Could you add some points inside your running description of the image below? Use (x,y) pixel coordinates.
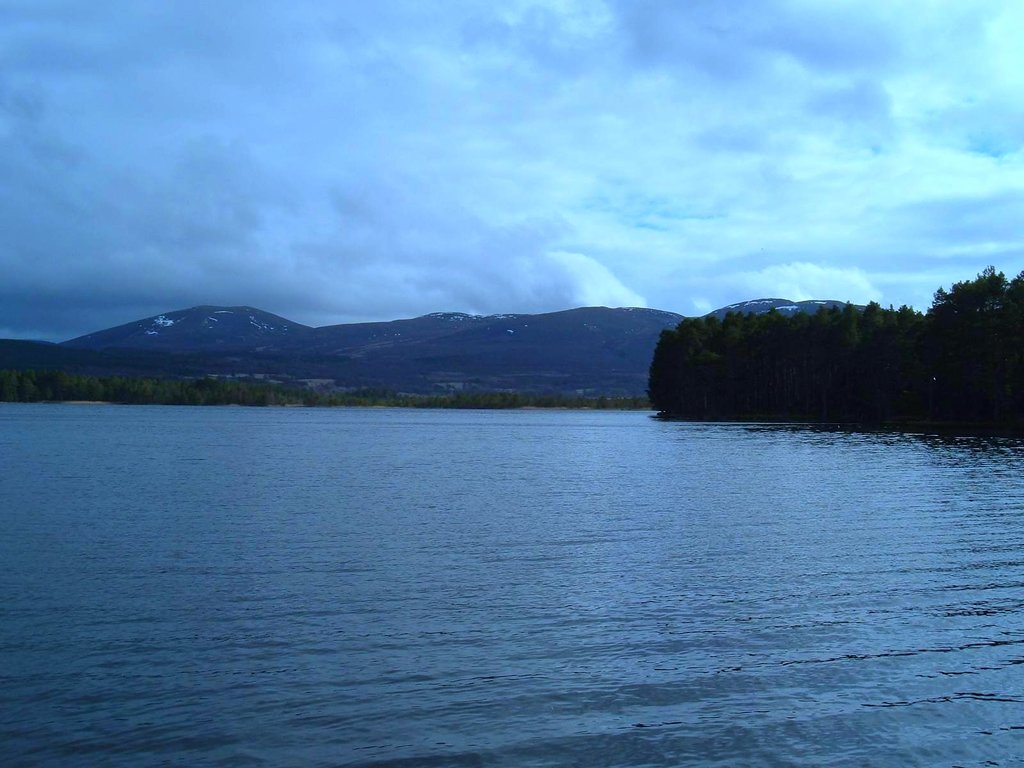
In this image we can see water (628,522), trees (148,396), hills (300,354), sky (595,246) and clouds (512,249).
